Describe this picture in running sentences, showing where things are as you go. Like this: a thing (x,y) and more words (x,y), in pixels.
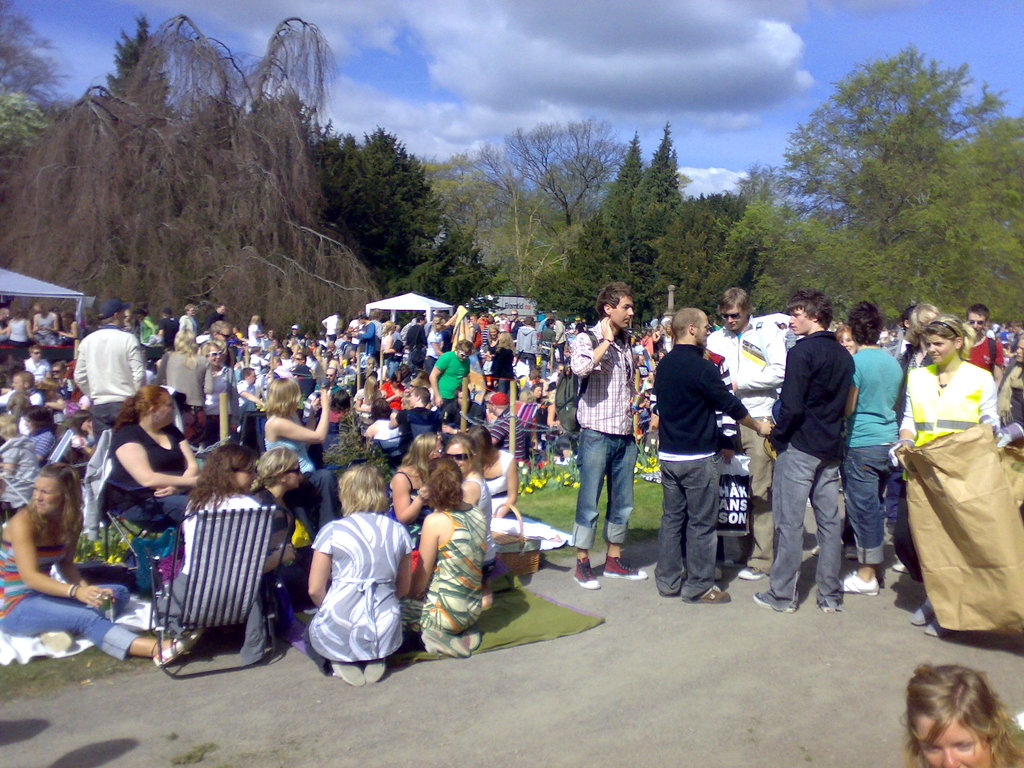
In this picture there are people (656,374) and we can see clothes (608,465), basket (517,511), flowers (641,475), tents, chairs (254,582) and objects (995,554). In the background of the image (604,246) we can see trees (674,215) and sky (661,76) with clouds (641,80).
